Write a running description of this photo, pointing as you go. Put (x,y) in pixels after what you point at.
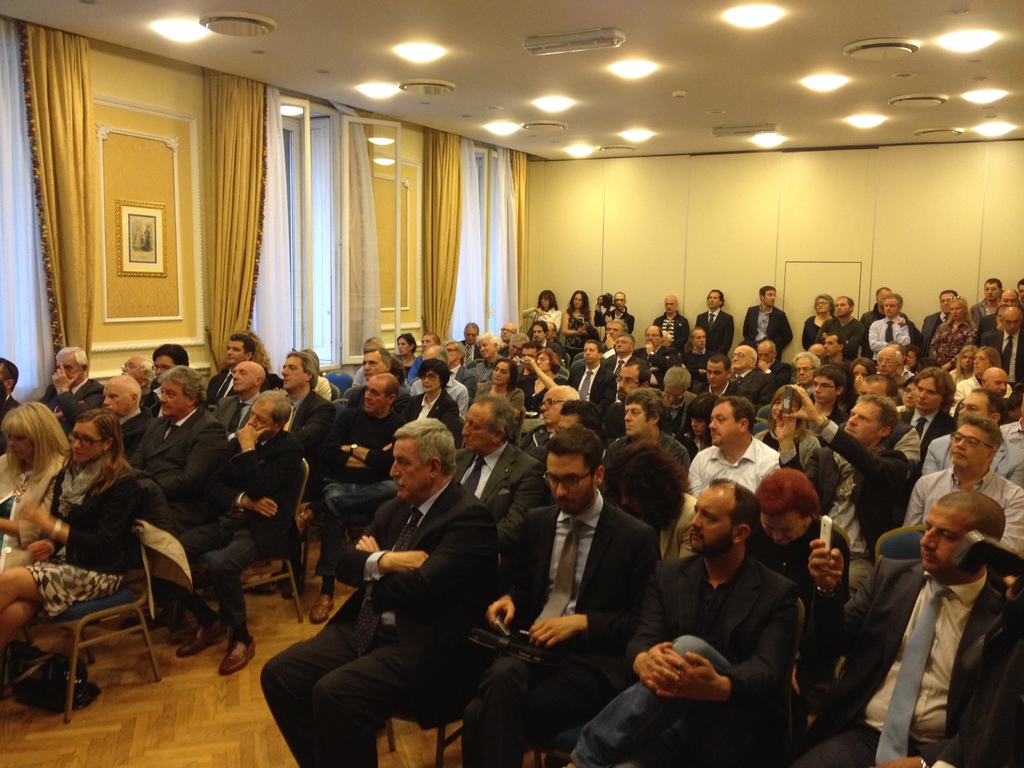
In this picture we can see a group of people (384,711) sitting on chairs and some are standing on the floor (148,714) and in the background (55,253) we can see windows (277,254) with curtains (22,195), lights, wall (682,229).
